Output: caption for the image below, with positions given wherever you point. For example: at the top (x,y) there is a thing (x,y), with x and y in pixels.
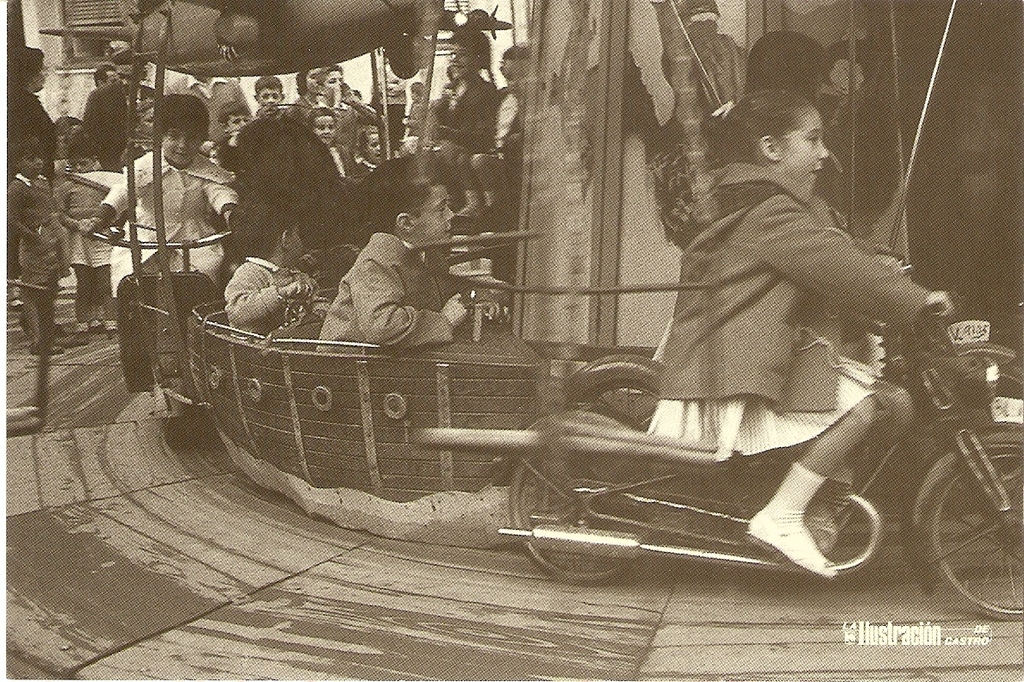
This image is a black and white image. This image is taken outdoors. At the bottom of the image (292,645) there is a floor (80,571). In the middle of the image (509,450) there is a carnival ride (237,350). A few kids (277,233) are sitting on the seats (327,274) and a few are sitting on the carnival bikes (187,294) and there is a pillar (644,247). On the right side of the image (709,265) a girl (741,225) sat on the carnival bike (699,480). In the background (118,124) many people (80,261) are standing on the floor (87,608) and there is a wall (69,56).
